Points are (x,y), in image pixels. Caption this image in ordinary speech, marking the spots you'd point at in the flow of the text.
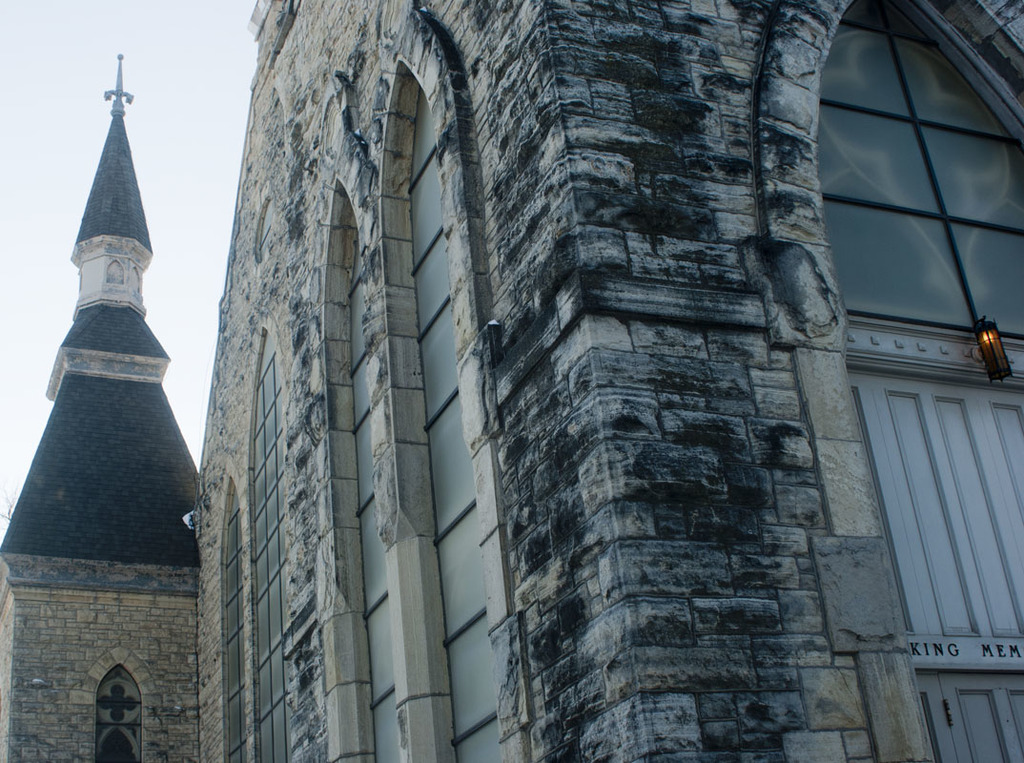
In this picture we can see a building (601,358), on the right side (992,351) there is a lamp (988,339), we can see the sky (151,84) at the left top of the picture (134,47).
